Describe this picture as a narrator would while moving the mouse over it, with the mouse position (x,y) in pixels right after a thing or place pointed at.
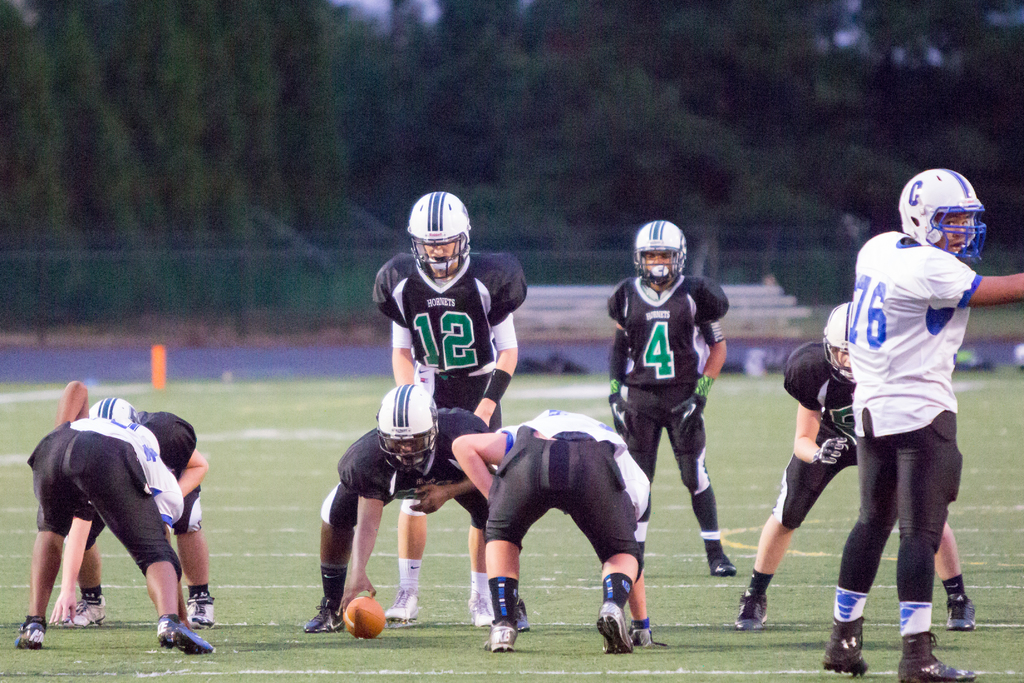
In this picture we can see a group of people (37,560) wore helmets (402,428) and standing on the ground (92,678), ball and in the background (263,309) we can see trees (586,211).
